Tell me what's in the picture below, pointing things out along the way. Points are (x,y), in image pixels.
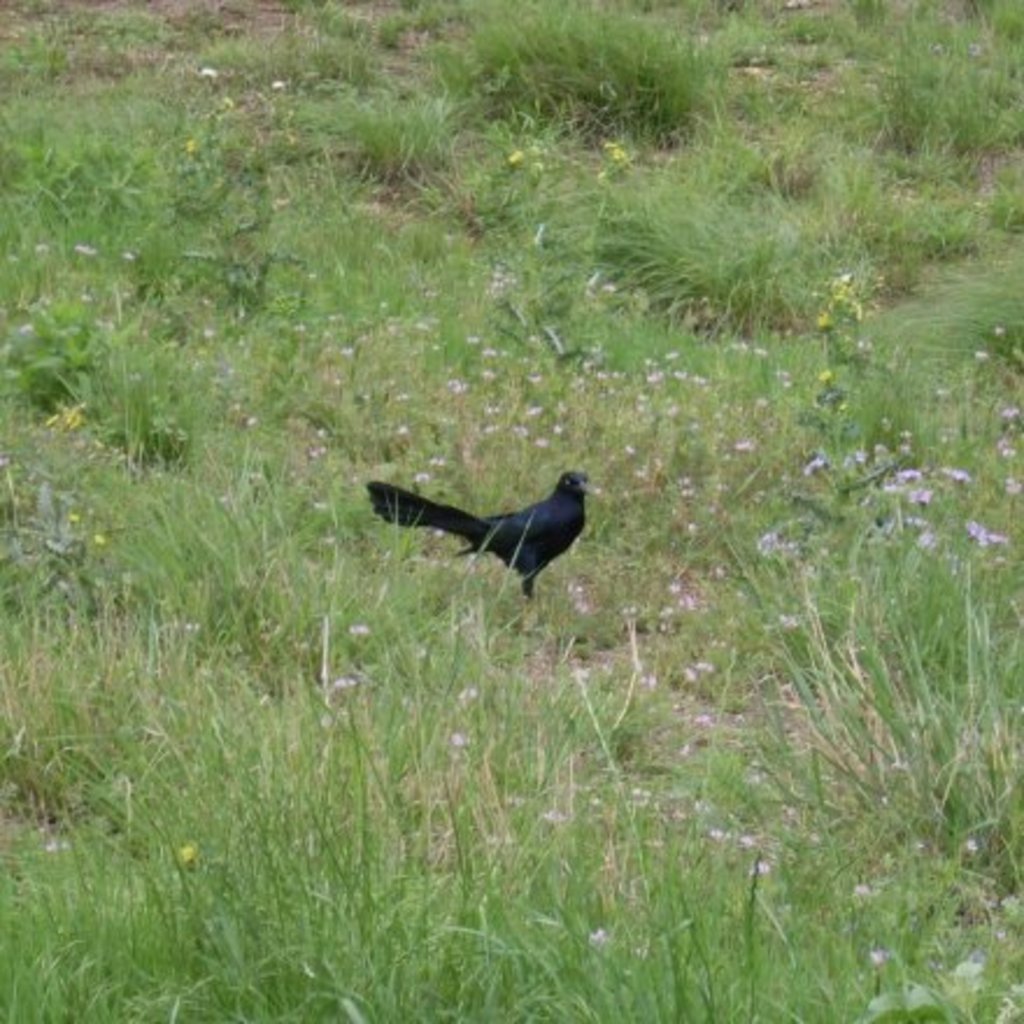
In the picture we can see a grass surface (501,941) with grass plants (582,940) and on it we can see a bird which is black in color.
